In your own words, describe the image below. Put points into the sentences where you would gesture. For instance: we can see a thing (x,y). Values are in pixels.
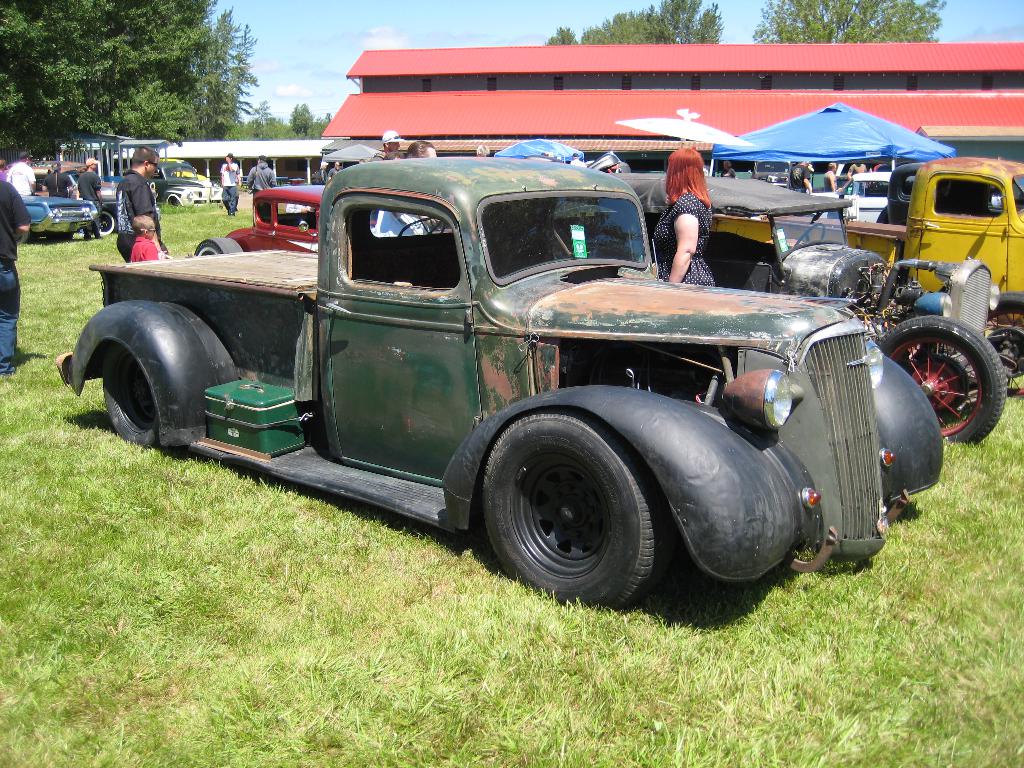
In this image there is sky (374,35), there is a building (481,104), there are trees (626,27), there are vehicles (455,275), there are persons (147,182), there is grass (272,634).
